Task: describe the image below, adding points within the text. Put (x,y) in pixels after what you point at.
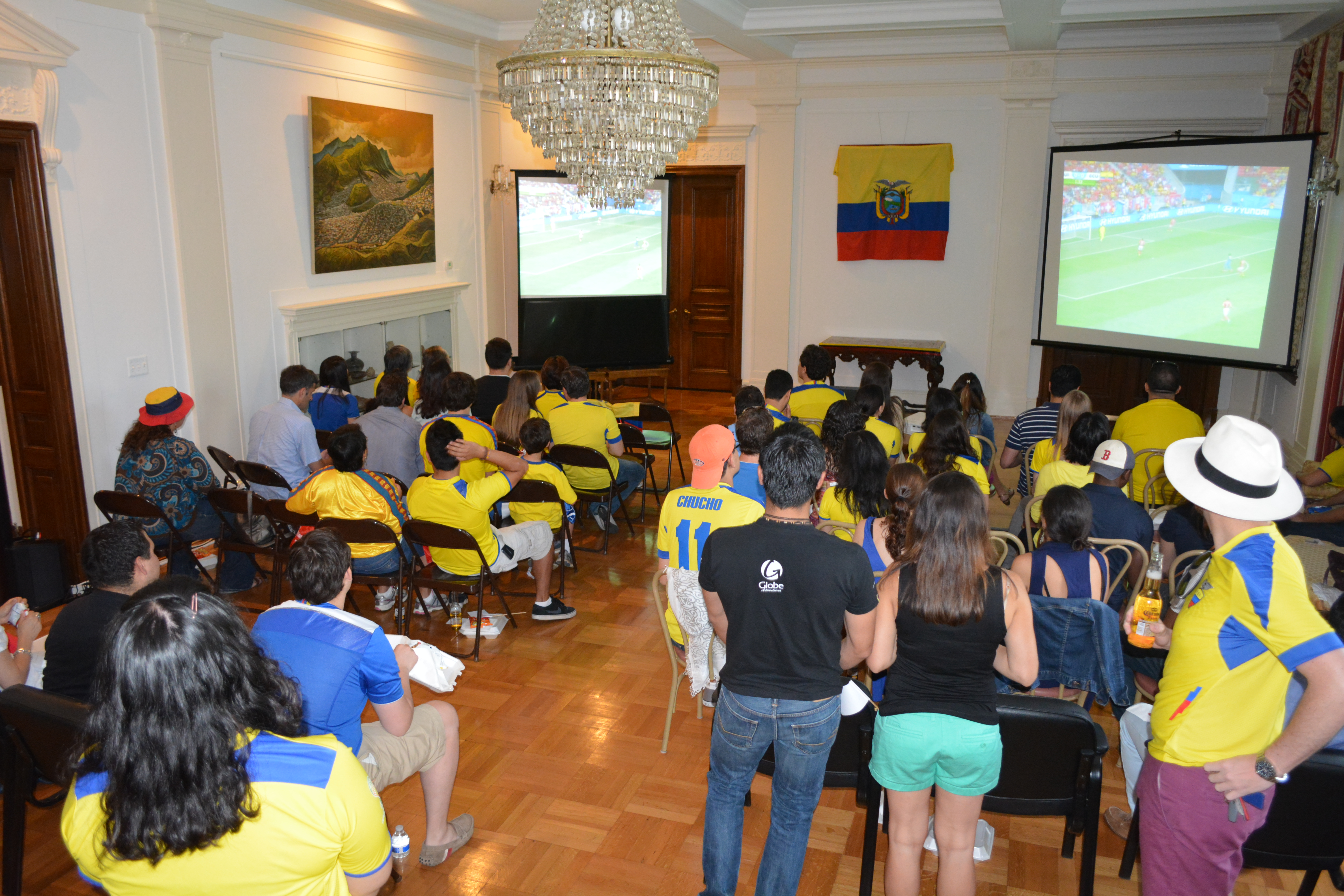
In this image in front (753,756) there are people (801,619) standing and there are a few people (738,419) sitting on the chairs (1032,454). At the bottom of the image (575,710) there is a floor (582,730). In the background of the image (1144,333) there are screens (1232,230). There are doors (697,242). There is a table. There is a photo frame (433,115) on the wall (210,185). On top of the image (579,13) there is a chandelier (588,162).
